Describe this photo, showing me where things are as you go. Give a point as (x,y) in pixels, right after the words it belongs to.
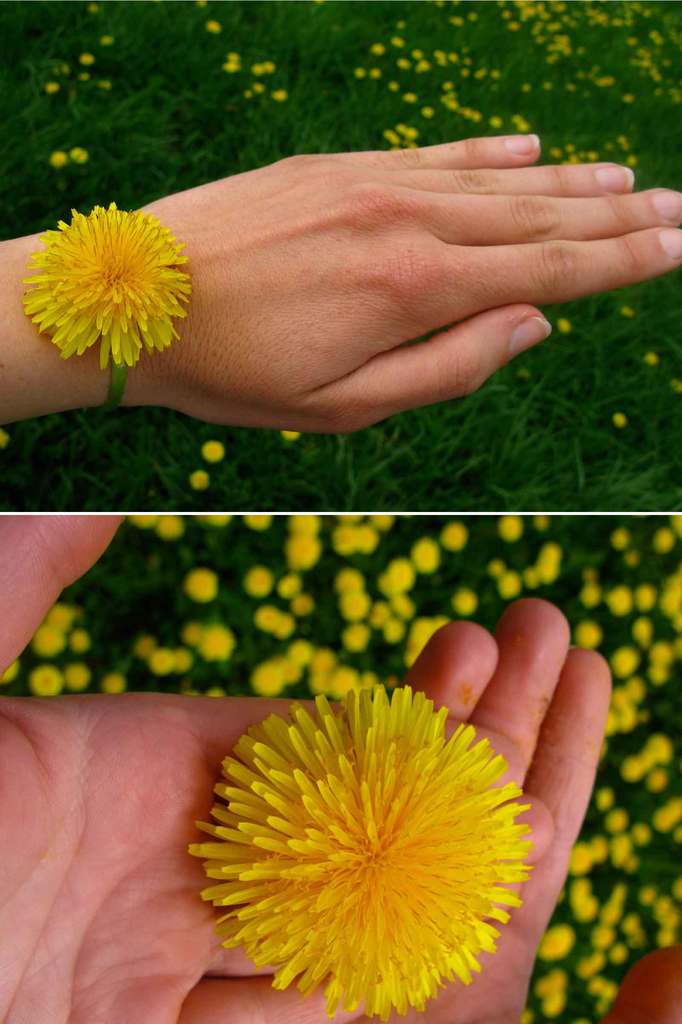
In this picture I can see there is a flower (261,811) in the hand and in the other picture the flower (54,324) is tied to the hand (132,383) and in the backdrop (169,94) there are some plants (457,453) with flowers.
